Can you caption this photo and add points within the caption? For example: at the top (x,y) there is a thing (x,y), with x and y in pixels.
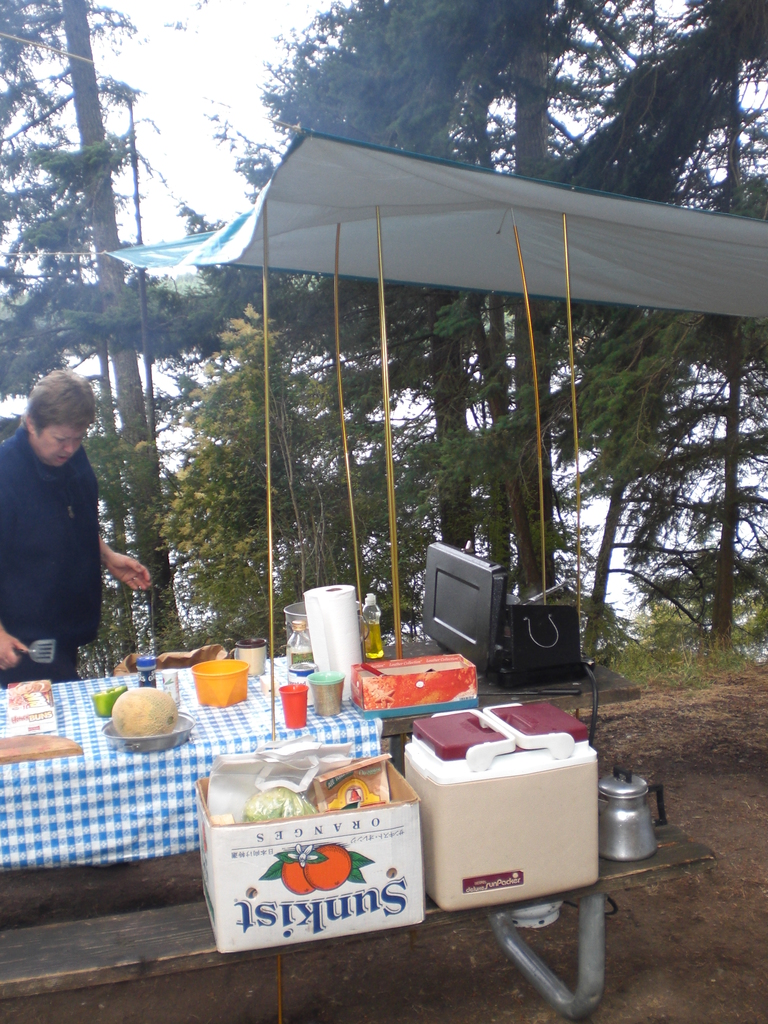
In the picture I can see a woman (84,572) is standing and holding an object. Here I can see a table (298,740) which has food items (125,703), glasses (292,704) and other objects (265,663) on it. I can also see some boxes (436,865) and other objects (622,835) on wooden surface (137,945). In the background (405,352) I can see trees (418,340) and the sky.
